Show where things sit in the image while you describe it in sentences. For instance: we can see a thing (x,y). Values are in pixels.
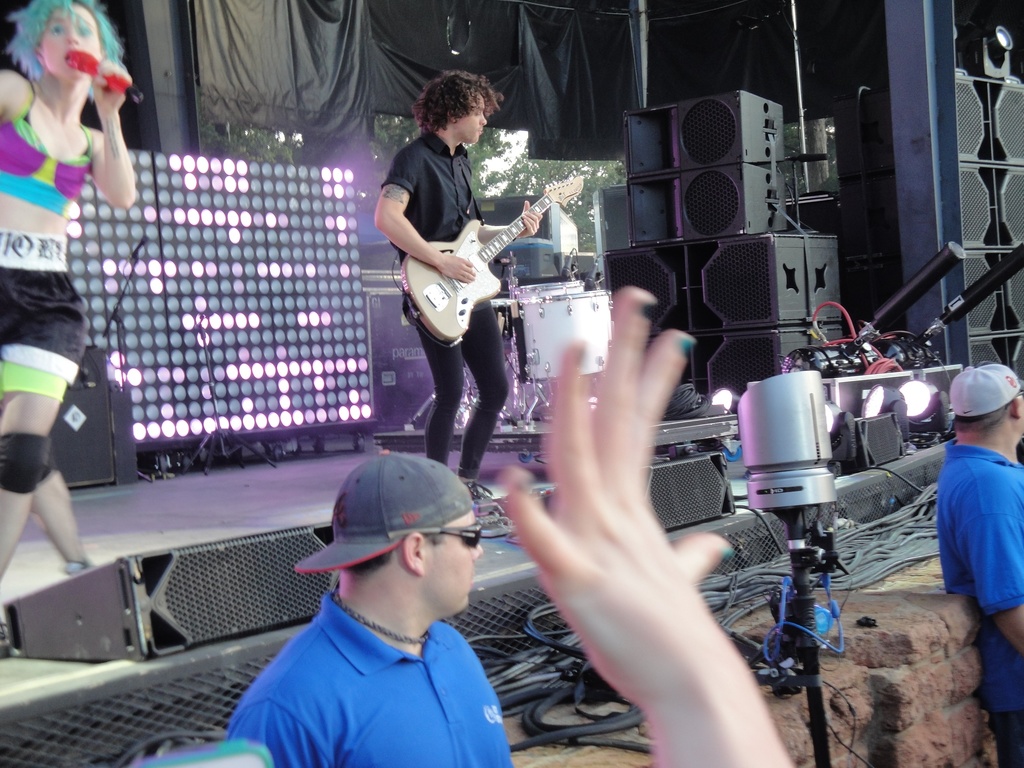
In this picture one man (464,218) is standing and playing a guitar (449,298) and one woman (60,278) is dancing here and another person (399,632) standing before and looking to the other person (976,523) and there are so many sound systems (719,228) and some are used musical instruments (581,296) and one hand (617,444) is raising towards the screen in the back side (324,75) there is a black color cloth (287,73) and there are some light (253,211).
